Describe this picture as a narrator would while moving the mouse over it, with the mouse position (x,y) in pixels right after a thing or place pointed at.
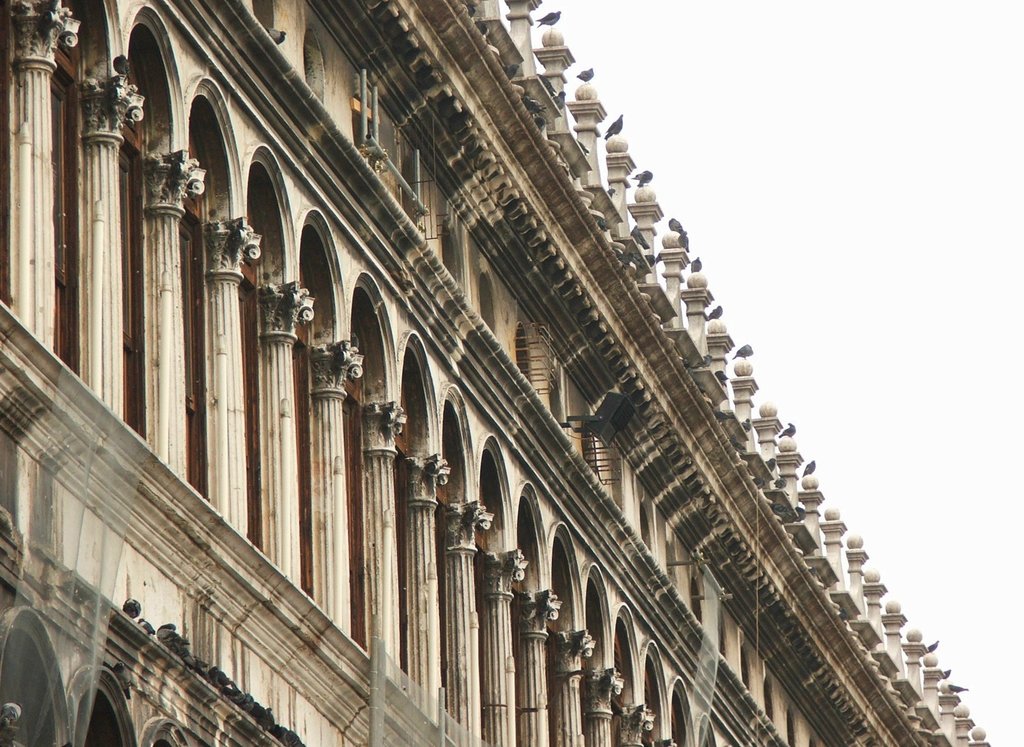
In this picture it looks like an old monument (280,186) with stone walls (188,577), pillars (609,733), small windows (65,178). At the top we can see birds (586,148) sitting on the pillars (882,587).
